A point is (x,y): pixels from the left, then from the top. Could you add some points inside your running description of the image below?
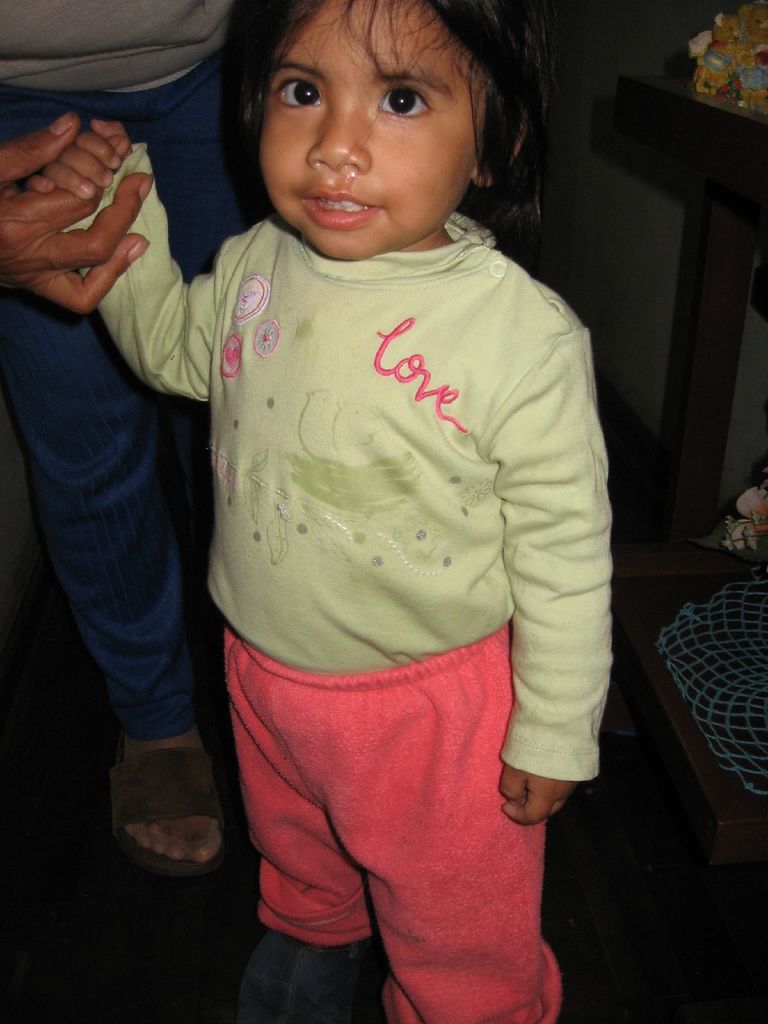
In this image in the front (376,373) there is a girl (414,577) standing and there is the person (107,77) holding a hand (64,156) of the girl (67,159). On the right side (732,220) there is a table (712,192), on the table (716,182) there is an object (728,84).
